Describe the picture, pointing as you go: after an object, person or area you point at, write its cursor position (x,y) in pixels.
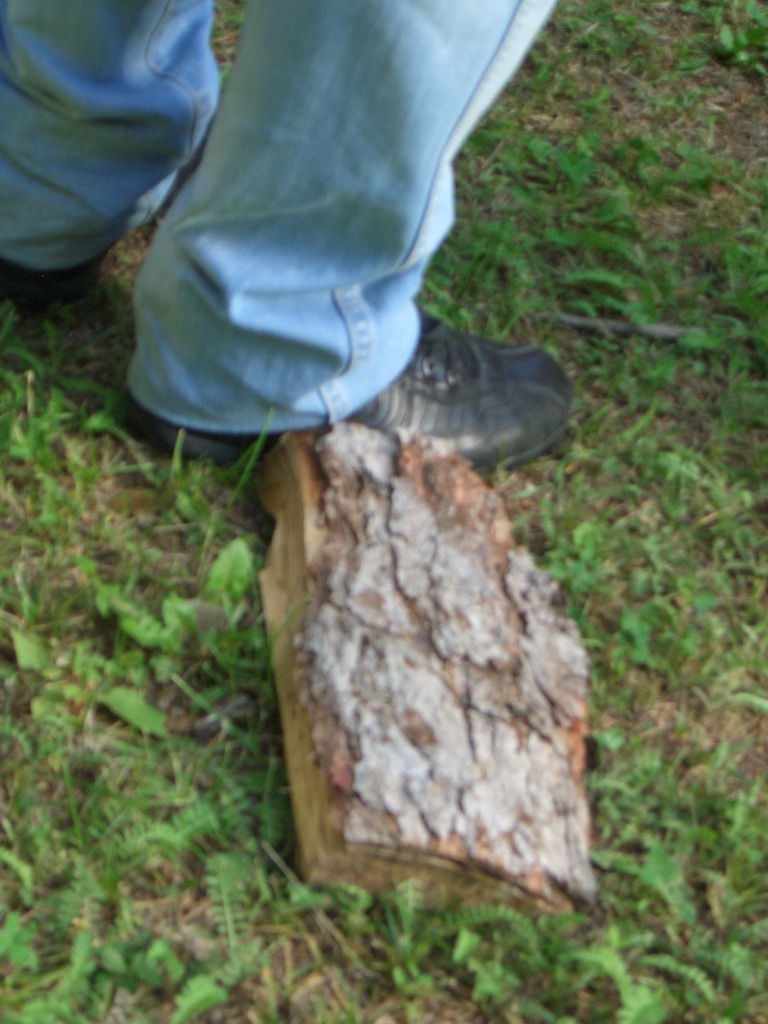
There is a wooden piece (363,546) on the grassland (270,525) in the foreground area of the image (324,699), there are legs (259,293) of a person (295,183) at the top side (351,183).
